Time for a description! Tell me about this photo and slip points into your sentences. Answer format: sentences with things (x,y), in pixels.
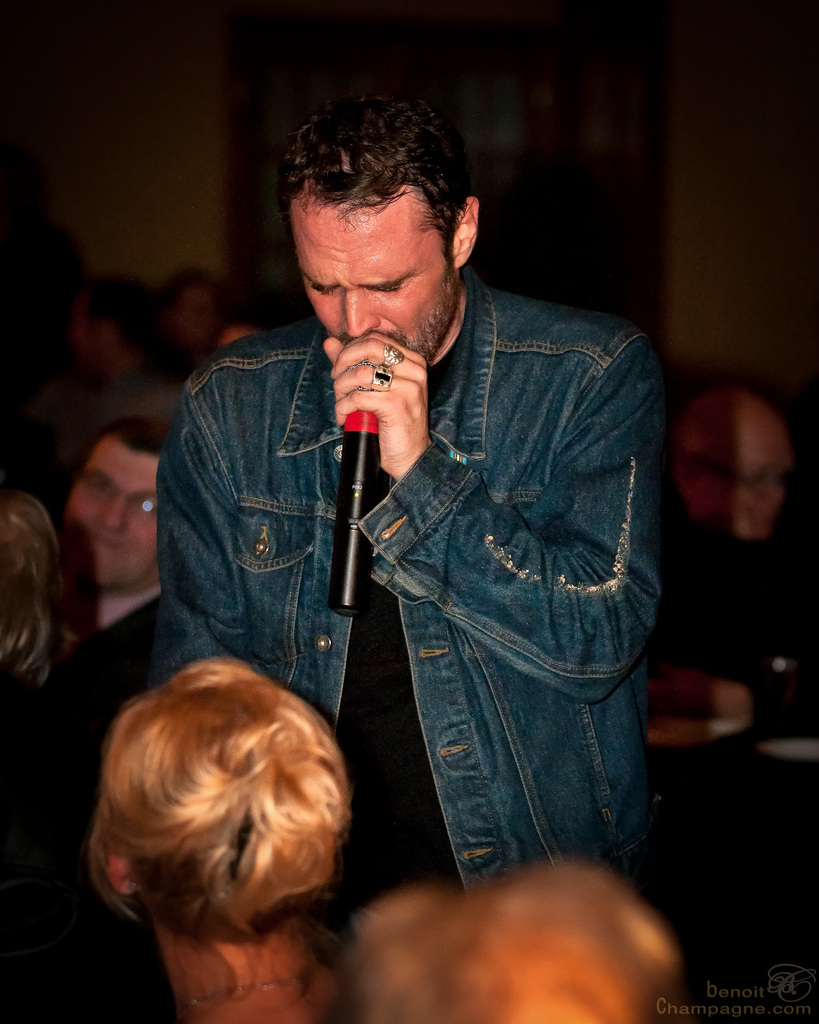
This picture shows a man (362,530) standing and talking holding a mic (355,498) in his hand (388,416). There are some people (138,752) sitting and watching him. In the background (106,129) there is a wall (183,119).
